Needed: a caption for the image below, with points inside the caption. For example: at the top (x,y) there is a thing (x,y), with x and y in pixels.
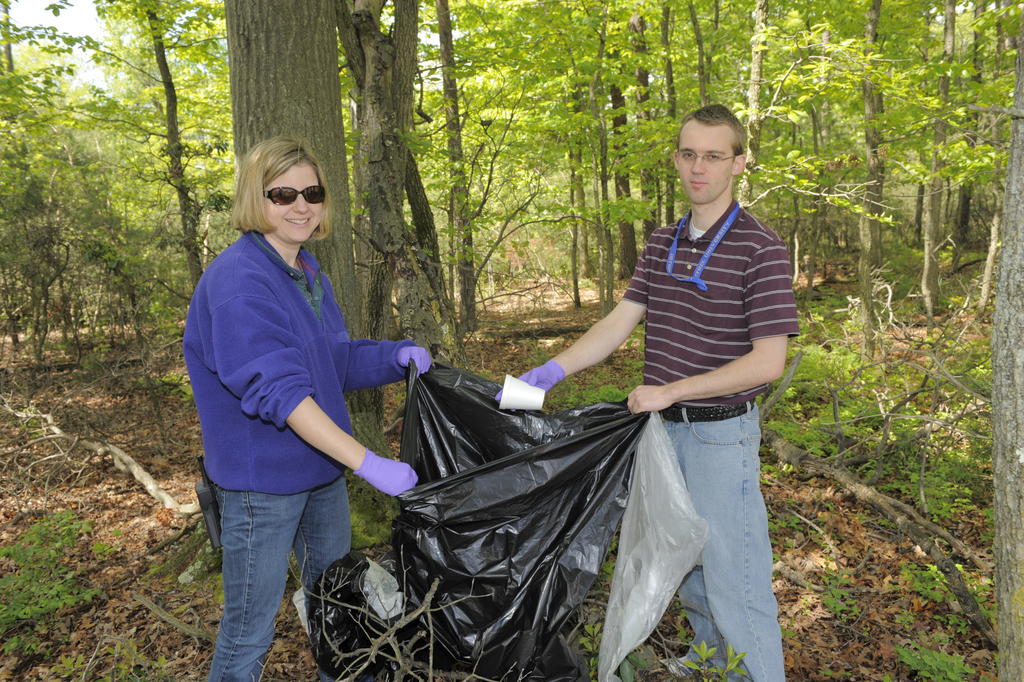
In the picture we can see a man (729,394) and a woman (270,244) are standing in the forest area (800,359) and holding a black color polythene cover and removing the dust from the path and putting in it and in the background (803,192) we can see trees (1022,468).
